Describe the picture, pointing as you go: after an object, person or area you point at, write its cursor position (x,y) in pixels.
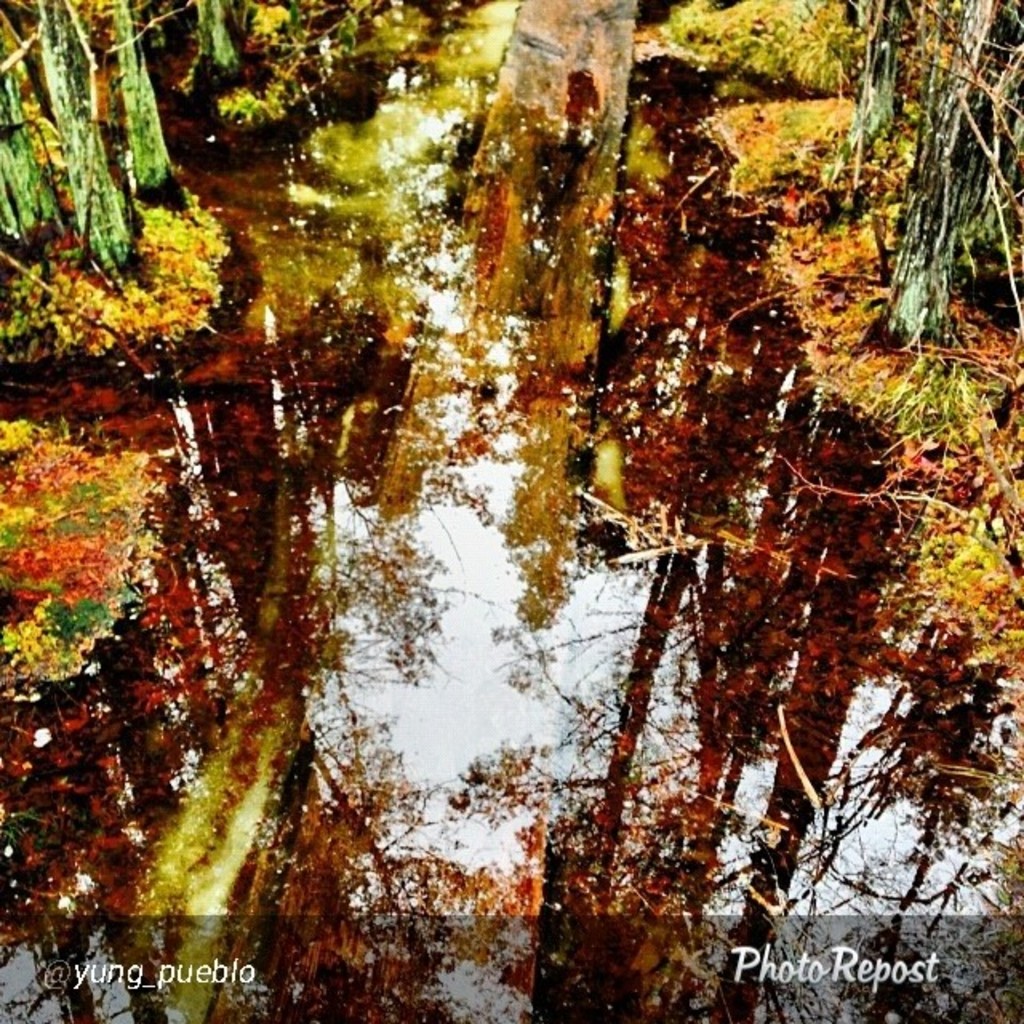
There are water (571,485) and there are some objects (197,272) beside it which are red and yellow in color.
